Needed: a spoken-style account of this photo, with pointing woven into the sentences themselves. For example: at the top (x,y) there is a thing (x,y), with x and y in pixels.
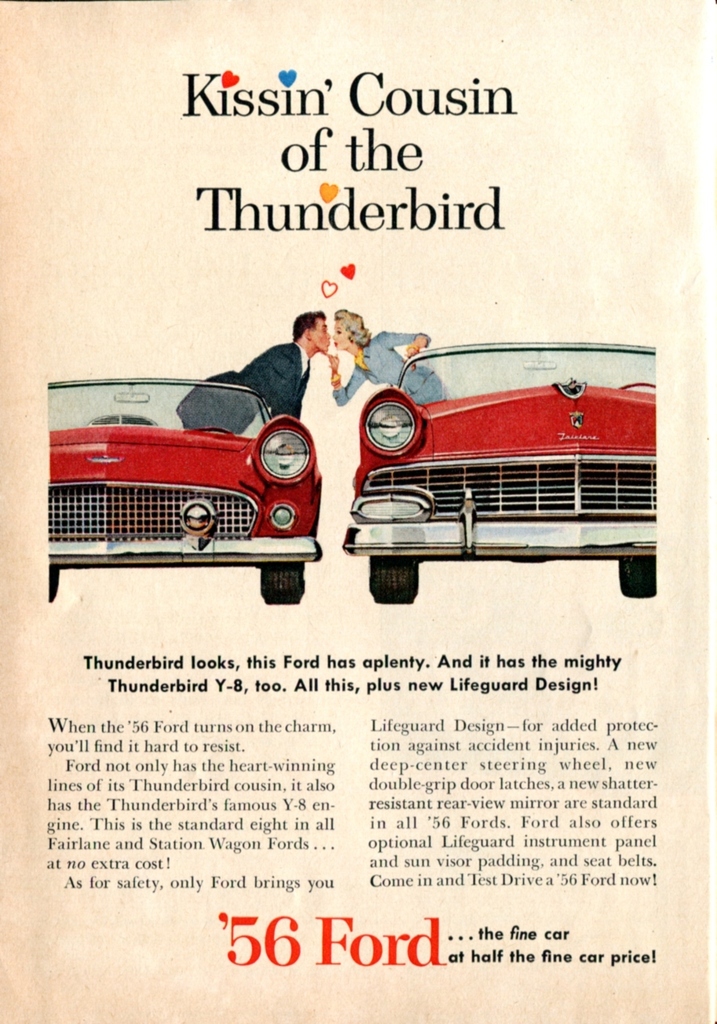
It is a poster. In this image there are depictions of people (256,370) standing in the car (297,478). There is text (332,662) on the image.
